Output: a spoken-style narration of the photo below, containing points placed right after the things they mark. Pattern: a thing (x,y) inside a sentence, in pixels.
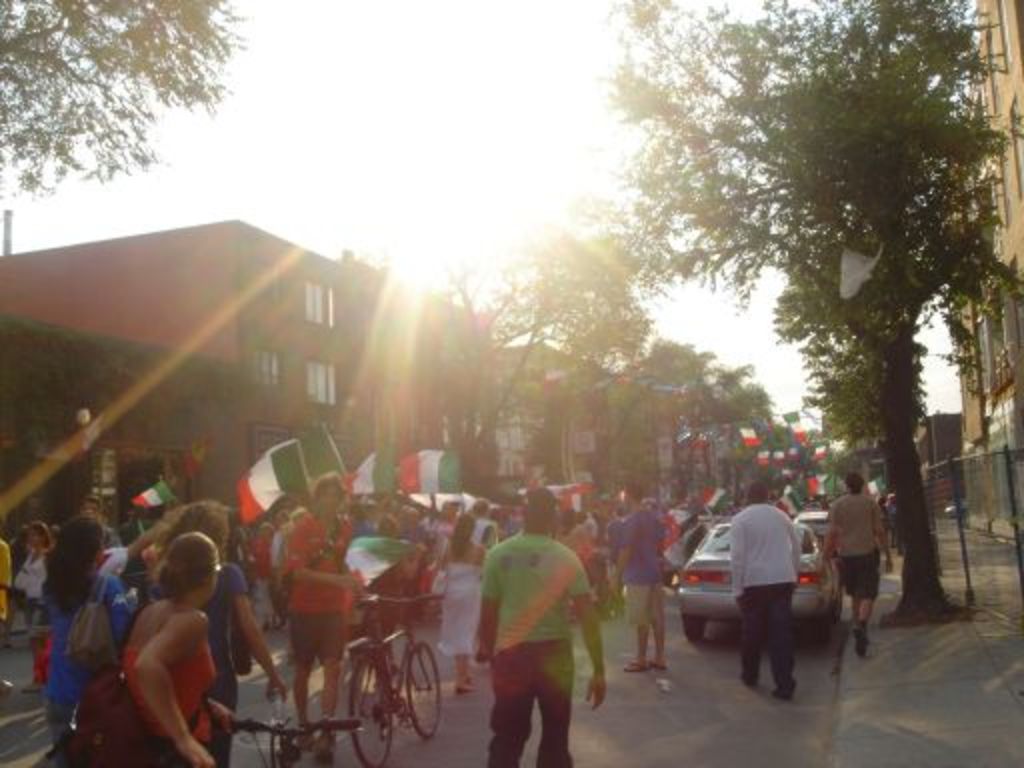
In this image, we can see some trees (849,324) and buildings (352,329). There are people (505,592) at the bottom of the image (457,627) wearing clothes (450,635). There are bicycles (417,671) in the bottom left of the image (289,736). There are flags (281,484) in the middle of the image (446,452). There is a car (808,572) in the bottom right of the image (839,618). At the top of the image (423,65), we can see the sky (432,61).
